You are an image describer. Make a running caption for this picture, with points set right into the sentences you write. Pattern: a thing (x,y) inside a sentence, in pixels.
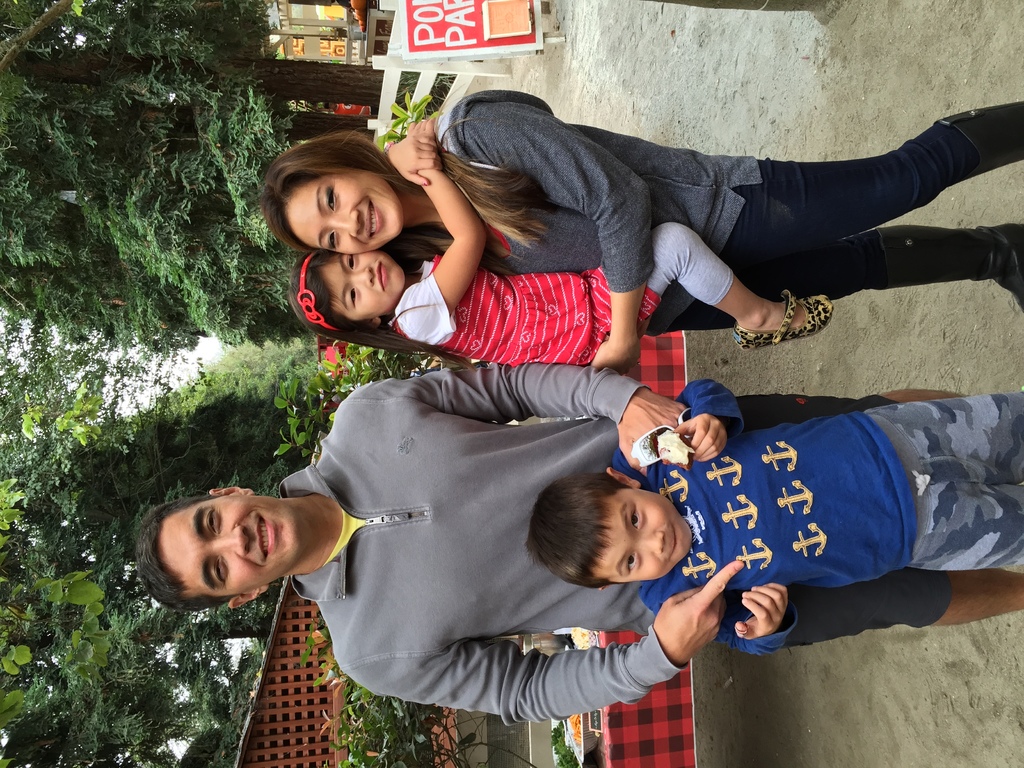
In the picture we can see a man (694,589) and a woman (562,244) are standing, the woman (554,228) is holding a baby girl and a boy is standing near the man (565,458) and they are smiling and behind them we can see the plants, trees (92,282) and a part of the railing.
